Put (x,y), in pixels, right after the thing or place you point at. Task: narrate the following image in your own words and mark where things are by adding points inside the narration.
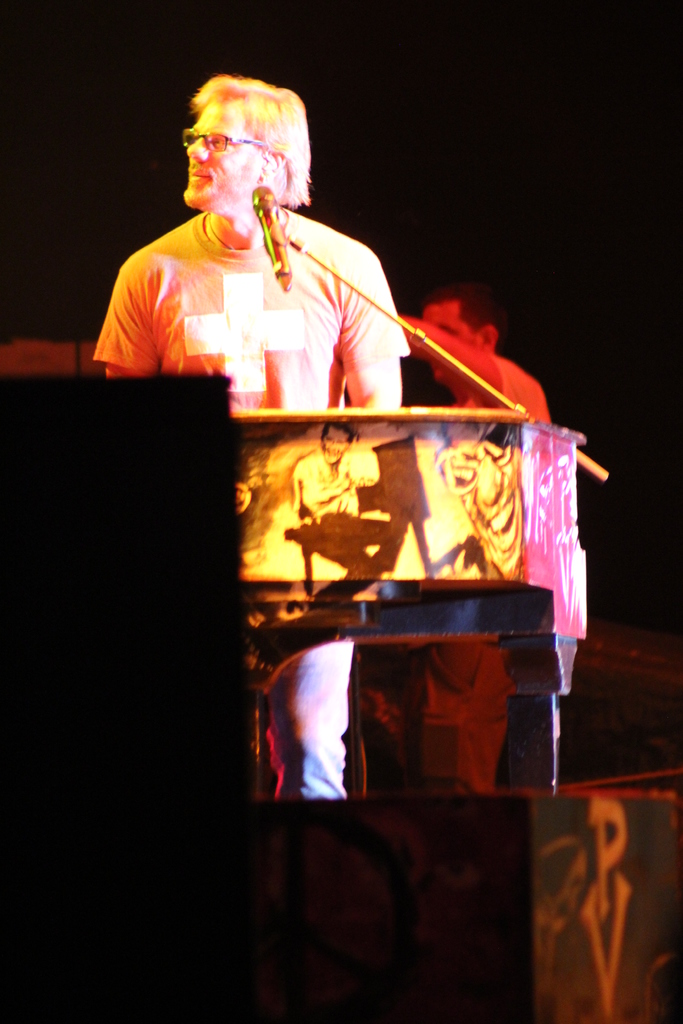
On the left side (128,339), there is a person (297,99) in a t-shirt (117,331), standing in front of a mic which is attached to a stand (588,469) and a musical instrument (550,540) which is arranged on a stage (384,792), on which there are speakers (128,707). In the background (443,300), there is another person (459,305). And the background (26,82) is dark in color.
